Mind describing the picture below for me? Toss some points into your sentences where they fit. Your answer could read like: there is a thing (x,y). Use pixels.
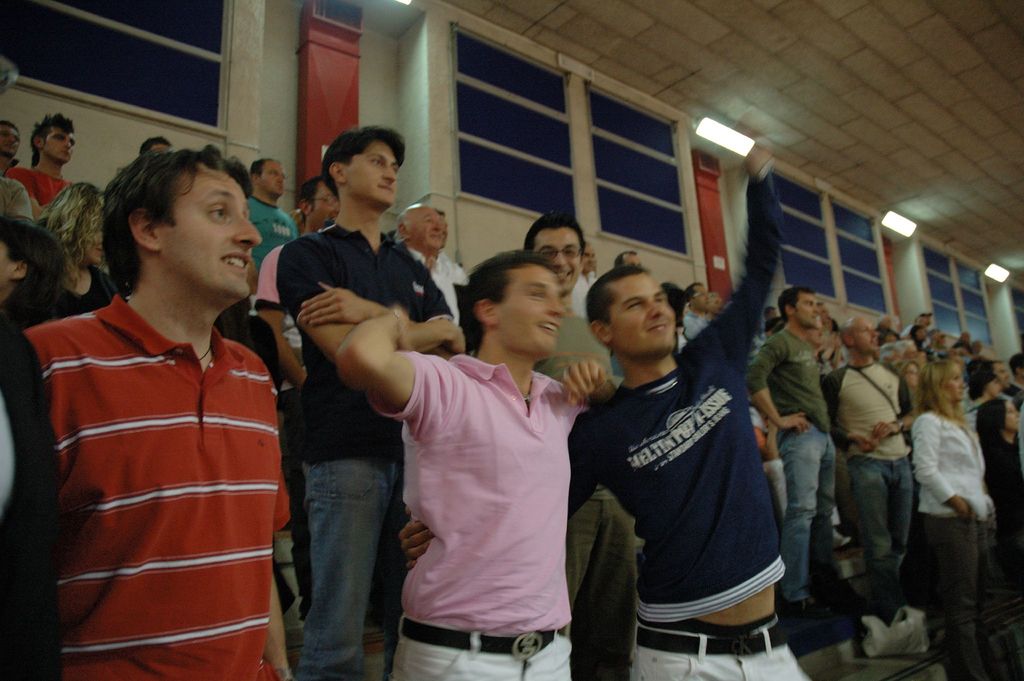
In this image we can see so many men (708,376) and women (908,381) are standing. Top of the image (499,123) blue color glass window (110,13) are there and lights (887,212) are present.
